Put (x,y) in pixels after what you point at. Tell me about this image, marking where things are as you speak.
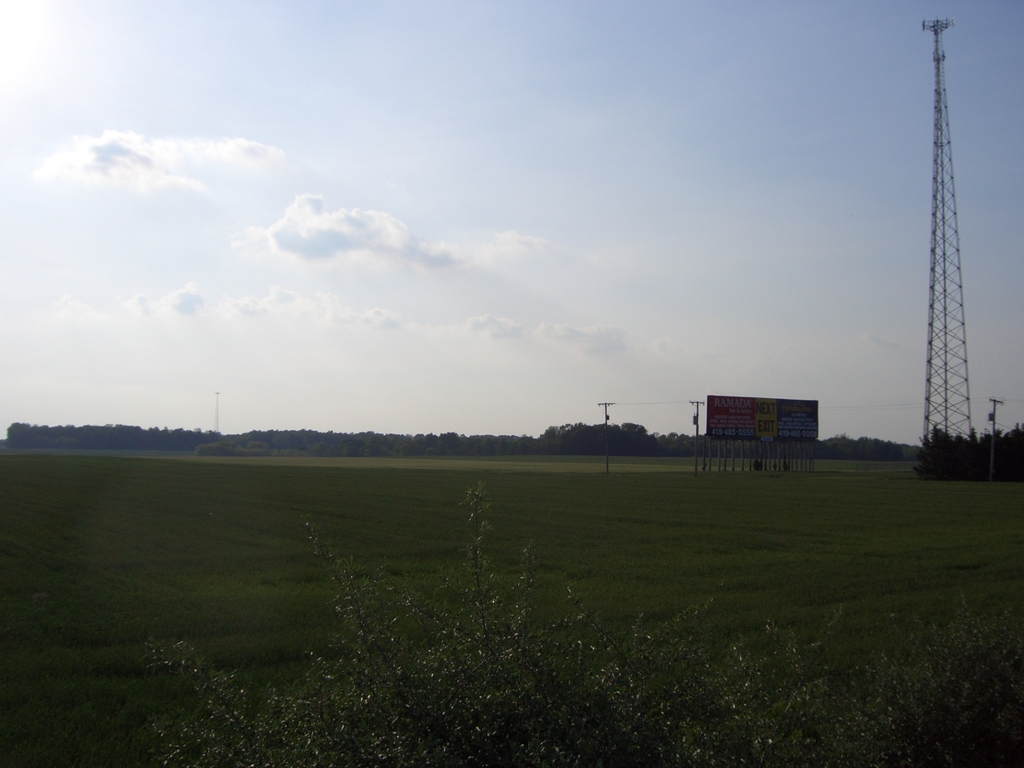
In this image I can see plants (384,650) and grass (310,475) in green color, background (1003,57) I can see a tower (940,230), few electric poles (994,406) and a board (781,436) attached the pole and the sky (423,171) is in white color.
